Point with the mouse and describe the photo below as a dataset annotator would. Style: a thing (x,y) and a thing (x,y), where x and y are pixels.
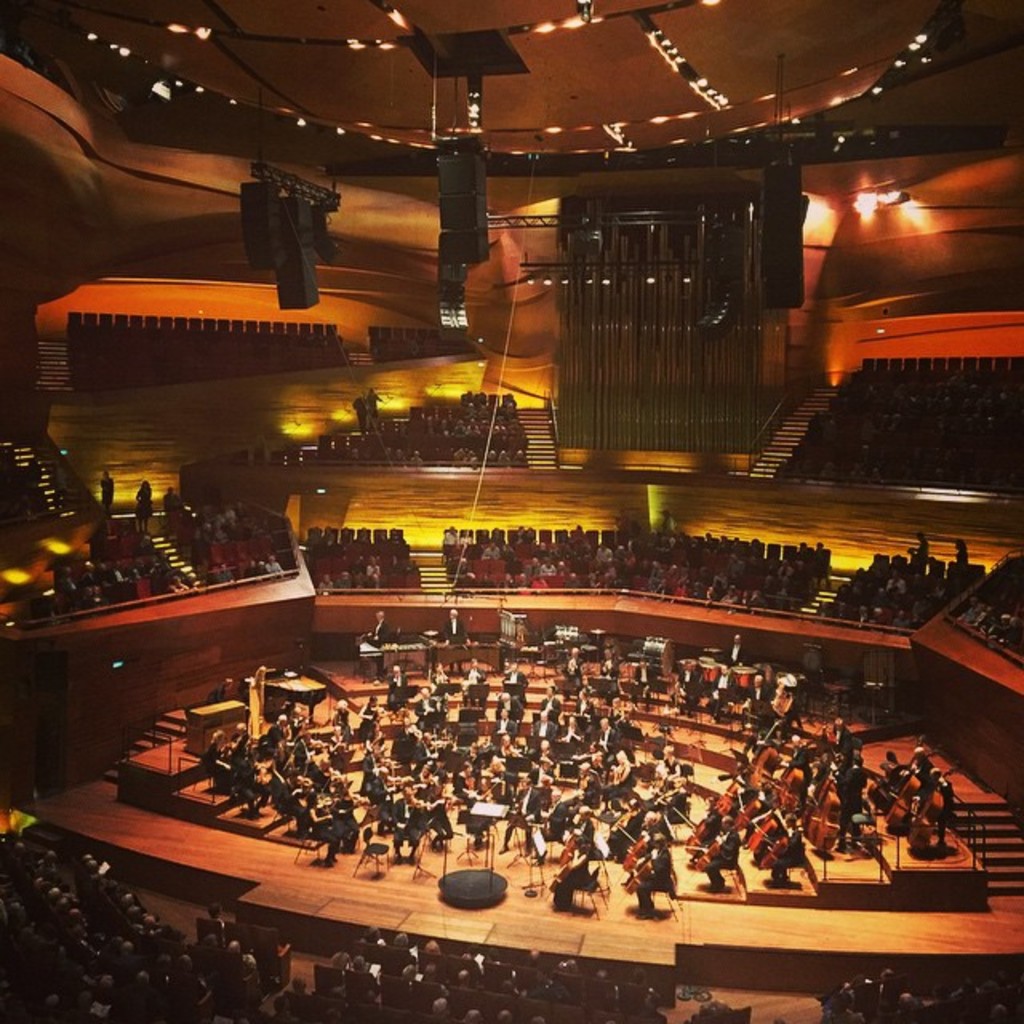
This is the picture of an auditorium (253,657). In this image there are group of people (334,862) sitting on the chairs (599,878). In the middle of the image (649,648) there are violins (790,801), drums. At the top (788,281) there are speakers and there are lights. At the bottom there is a podium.
